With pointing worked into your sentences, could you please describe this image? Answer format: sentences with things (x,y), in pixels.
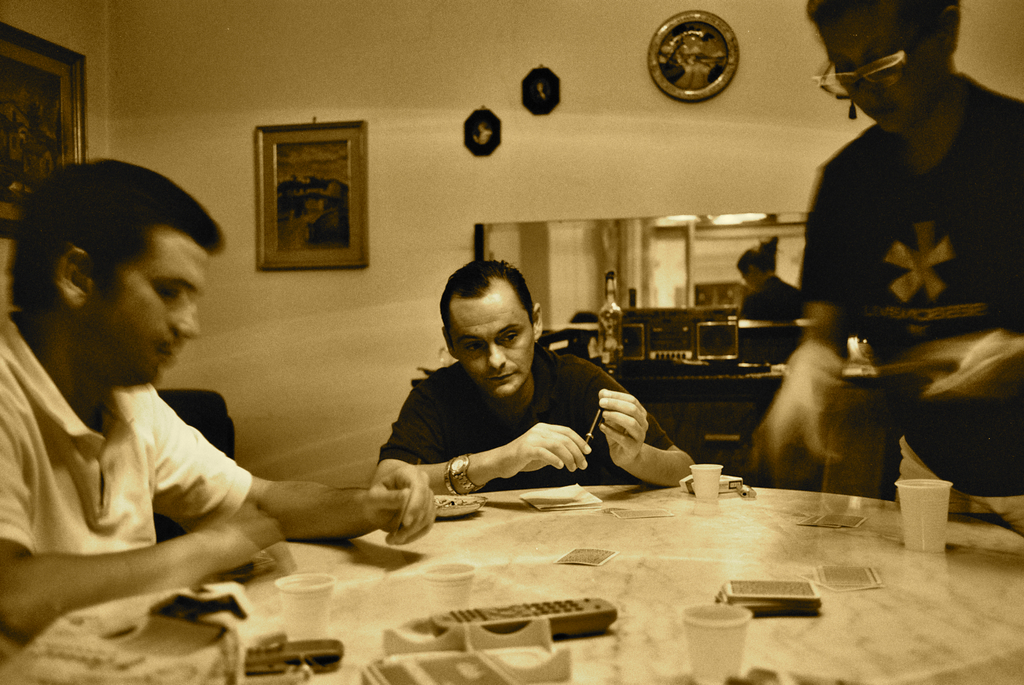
In the image we can see two persons (513,437) were sitting around the table (573,574). On table (759,573) we can see cards (746,607), cup (720,671), remote (510,613), napkin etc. And on the right (932,259) we can see one person (938,245) standing. Coming to the background (579,140) we can see the wall (466,186), photo frame (317,250), few tables (739,415), chairs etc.
